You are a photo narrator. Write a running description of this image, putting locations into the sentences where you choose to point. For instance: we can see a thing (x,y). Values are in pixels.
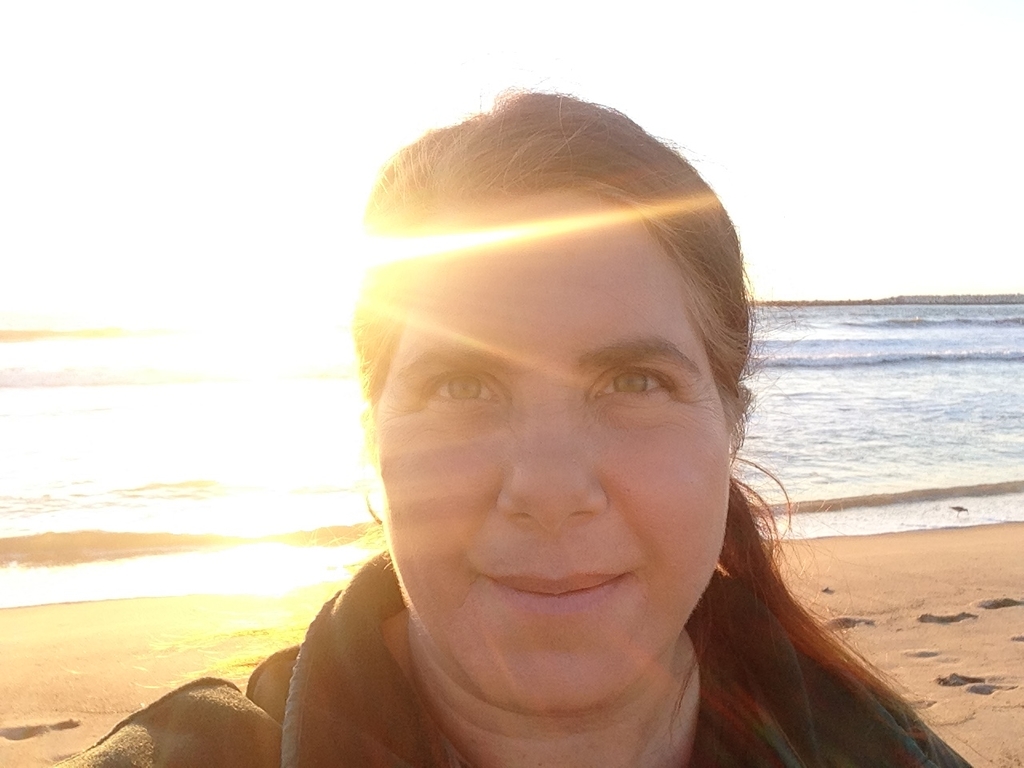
In the foreground of the image (718,508) we can see a woman (557,701). In the background (908,613), we can see sand (933,570), water (903,428), sunlight (327,242) and sky (591,85).
